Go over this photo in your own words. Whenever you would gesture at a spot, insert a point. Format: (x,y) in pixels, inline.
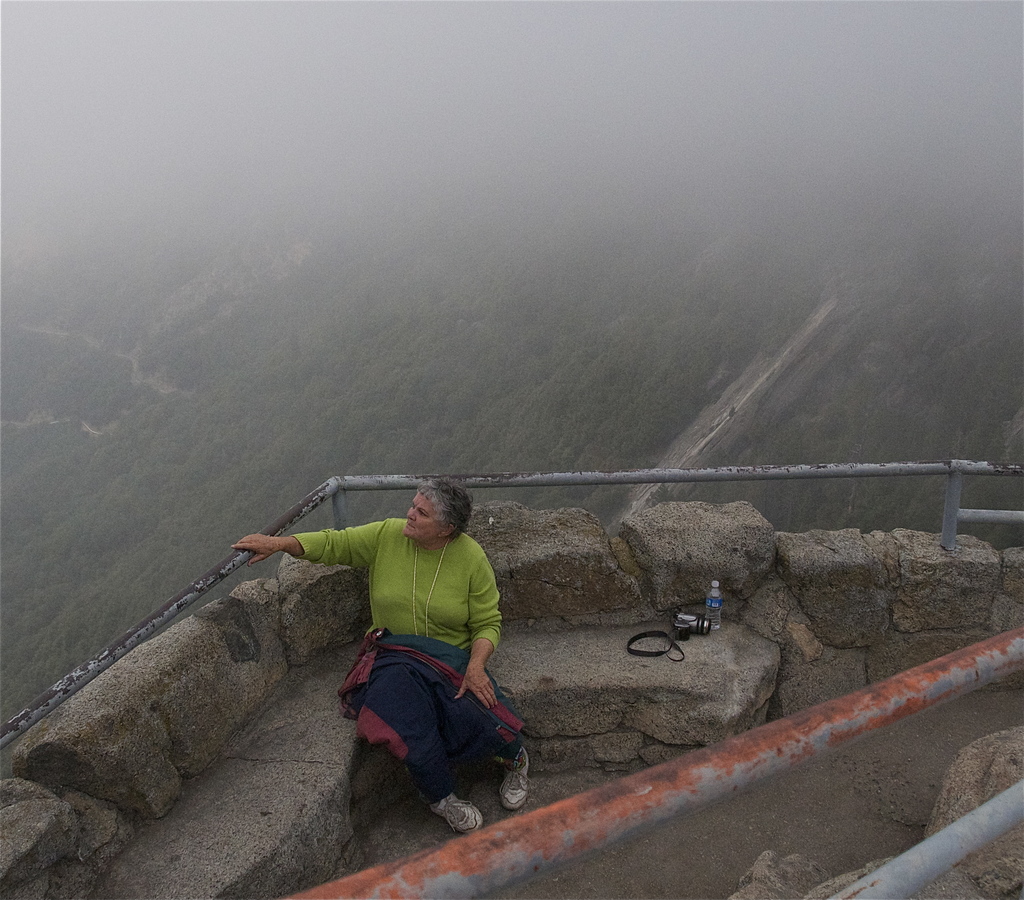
In the foreground of the picture (745,475) there are railing (699,756), camera (680,634), bottle (712,602) and a woman (416,643) sitting. In the background (358,422) there are trees (354,384). At the top (457,184) it is foggy.
